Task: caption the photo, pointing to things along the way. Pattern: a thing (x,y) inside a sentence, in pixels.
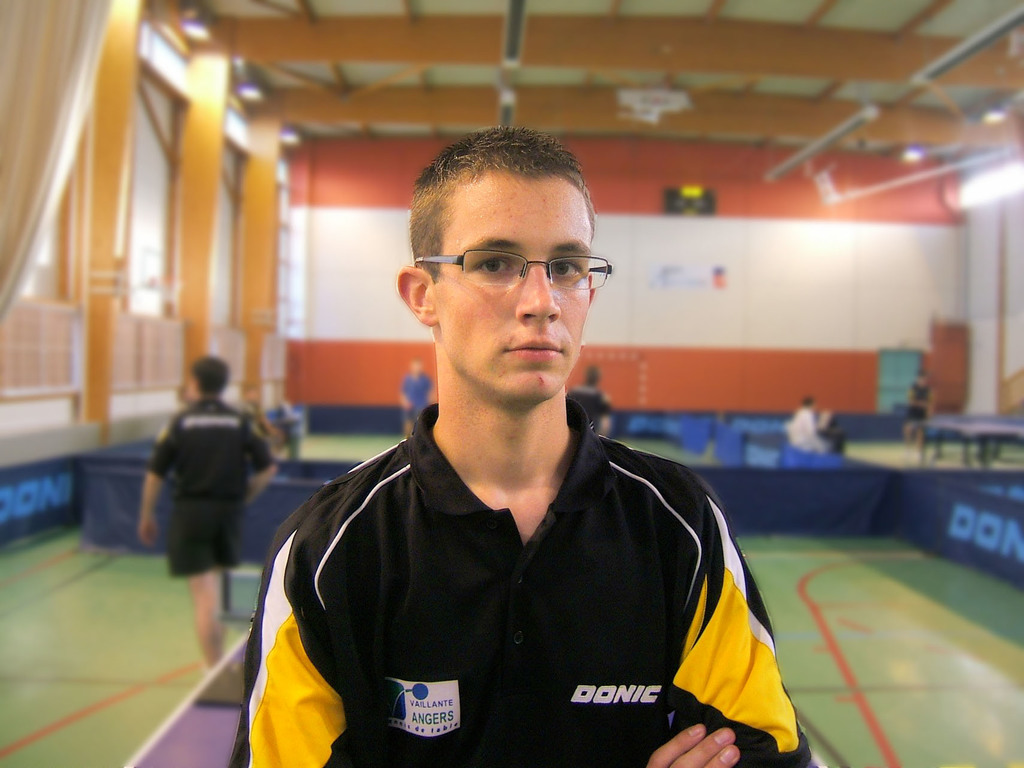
In this picture I can see a man (585,629) standing and I can see few people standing in the back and I can see a table (1019,424) on the right side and few lights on the ceiling (727,101).
